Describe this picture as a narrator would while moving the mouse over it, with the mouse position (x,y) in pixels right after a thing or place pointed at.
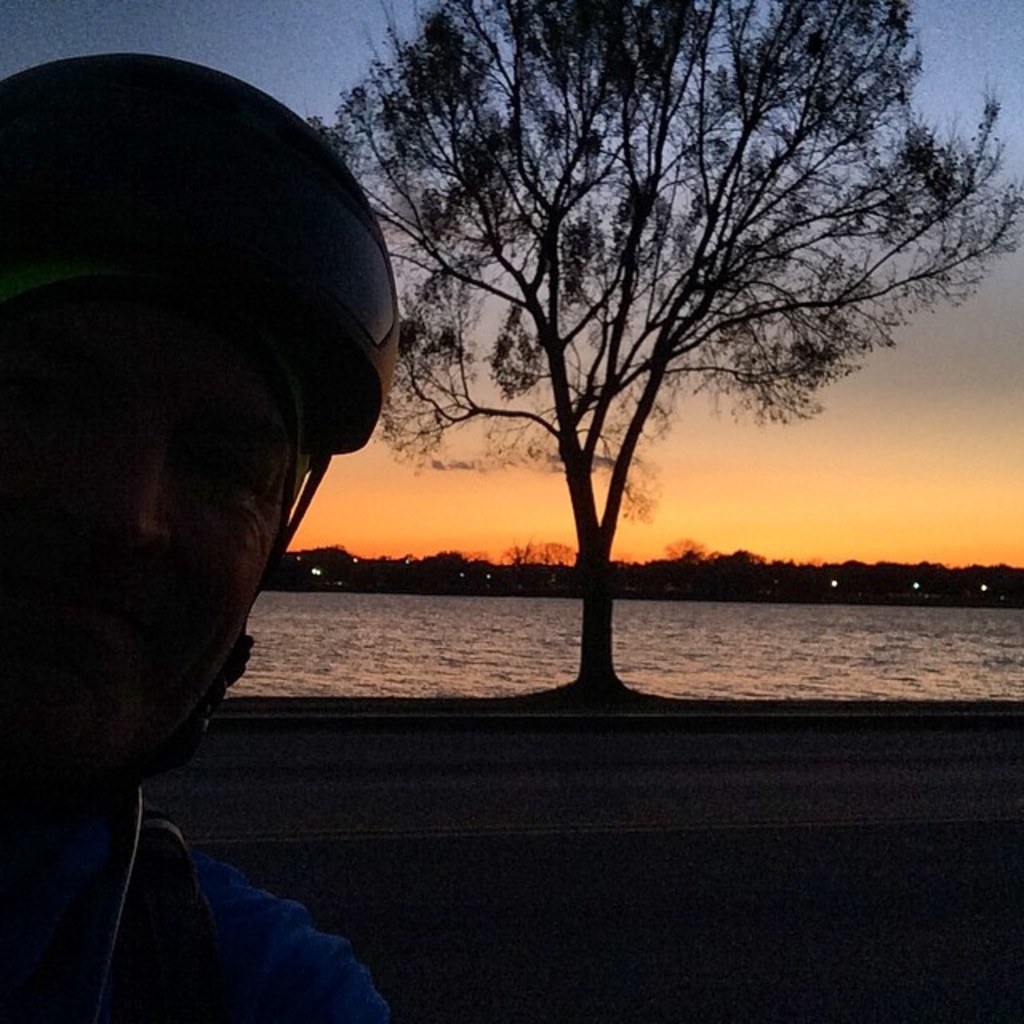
In the picture we can see a man (179,674) wearing a helmet (311,432), near to him we can see a tree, water (1011,686) and some trees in the background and we can also see a sky (803,447) with some sunshine (730,502).
